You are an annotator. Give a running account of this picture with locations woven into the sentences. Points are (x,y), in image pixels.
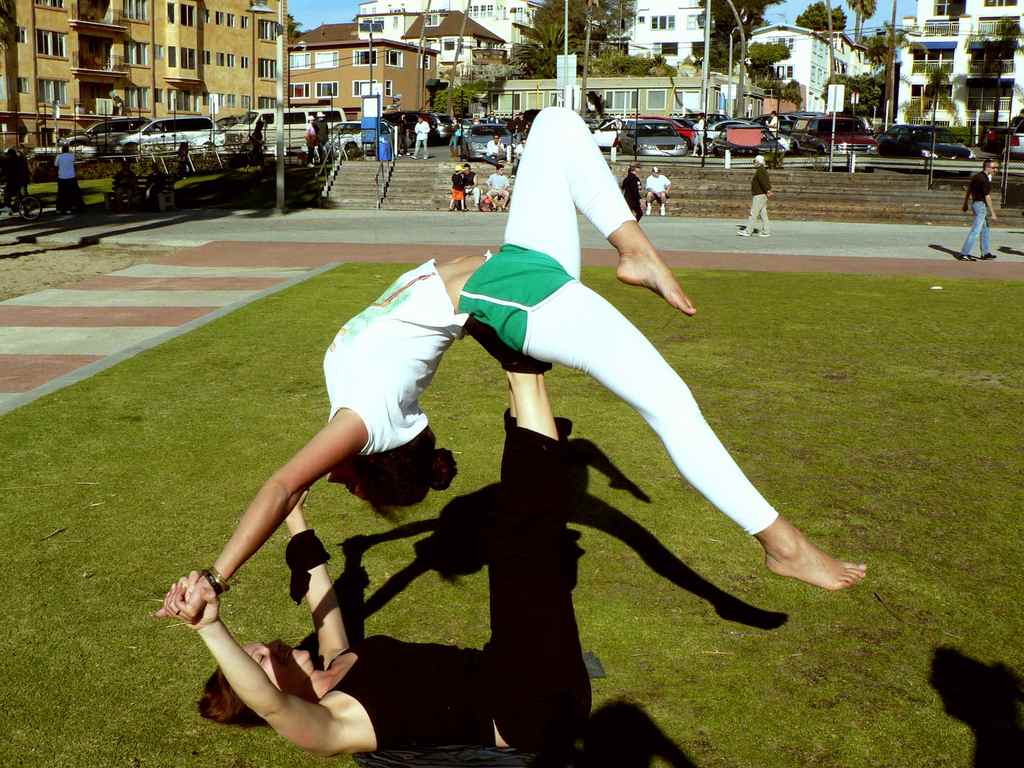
In this picture we can observe two girls (400,489) doing yoga on the ground (230,525). There are some people (653,193) walking in this path (390,231) and sitting on the steps (404,173). There are some cars (180,118) parked. In the background (270,102) there are buildings (231,67), poles (710,99) and trees (561,18).
